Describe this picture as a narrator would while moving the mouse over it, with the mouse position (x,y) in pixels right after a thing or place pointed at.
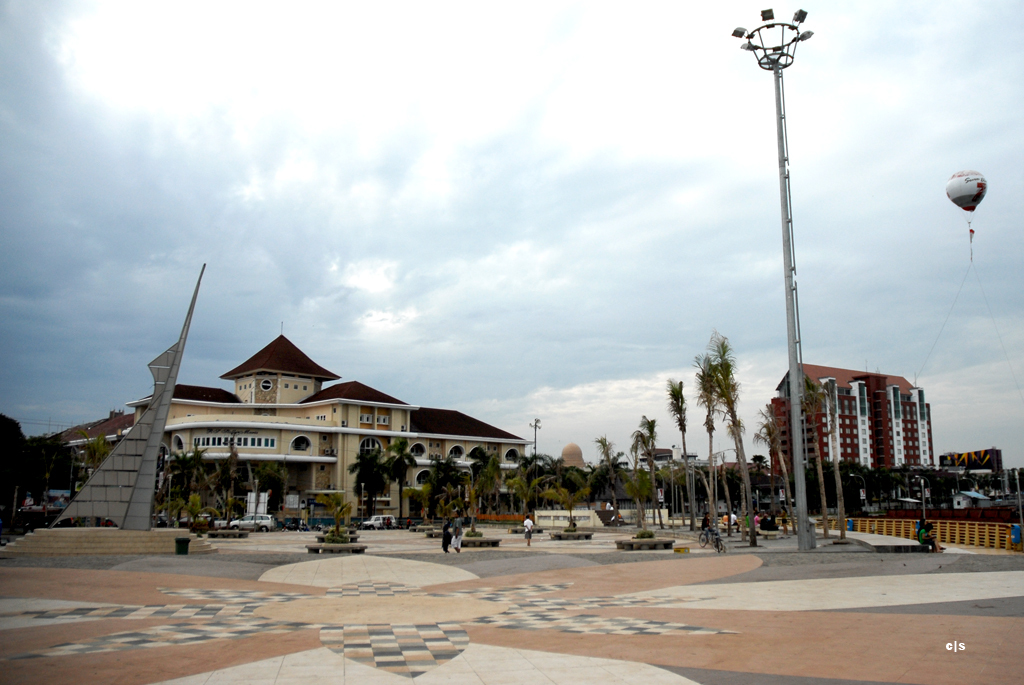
In this image I can see many people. To the side of these people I can see many trees (543,495), poles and the railing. In the background (917,417) I can see the buildings (683,497), clouds (659,437) and the sky (470,103). To the right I can see the hot air balloon (974,182).
